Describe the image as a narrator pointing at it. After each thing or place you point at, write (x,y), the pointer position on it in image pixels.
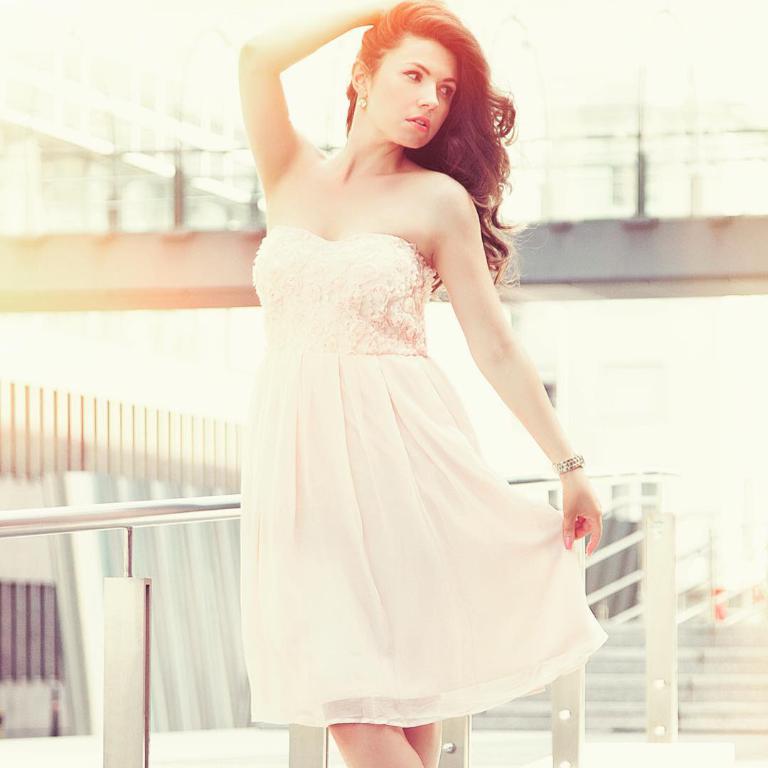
In this picture I can see a woman (383,294) standing and I can see stairs (642,672) and a bridge (121,227) in the back (749,278) and I can see a building (155,364) on the left side of the picture (28,500) and few metal rods (30,520) to hold.
